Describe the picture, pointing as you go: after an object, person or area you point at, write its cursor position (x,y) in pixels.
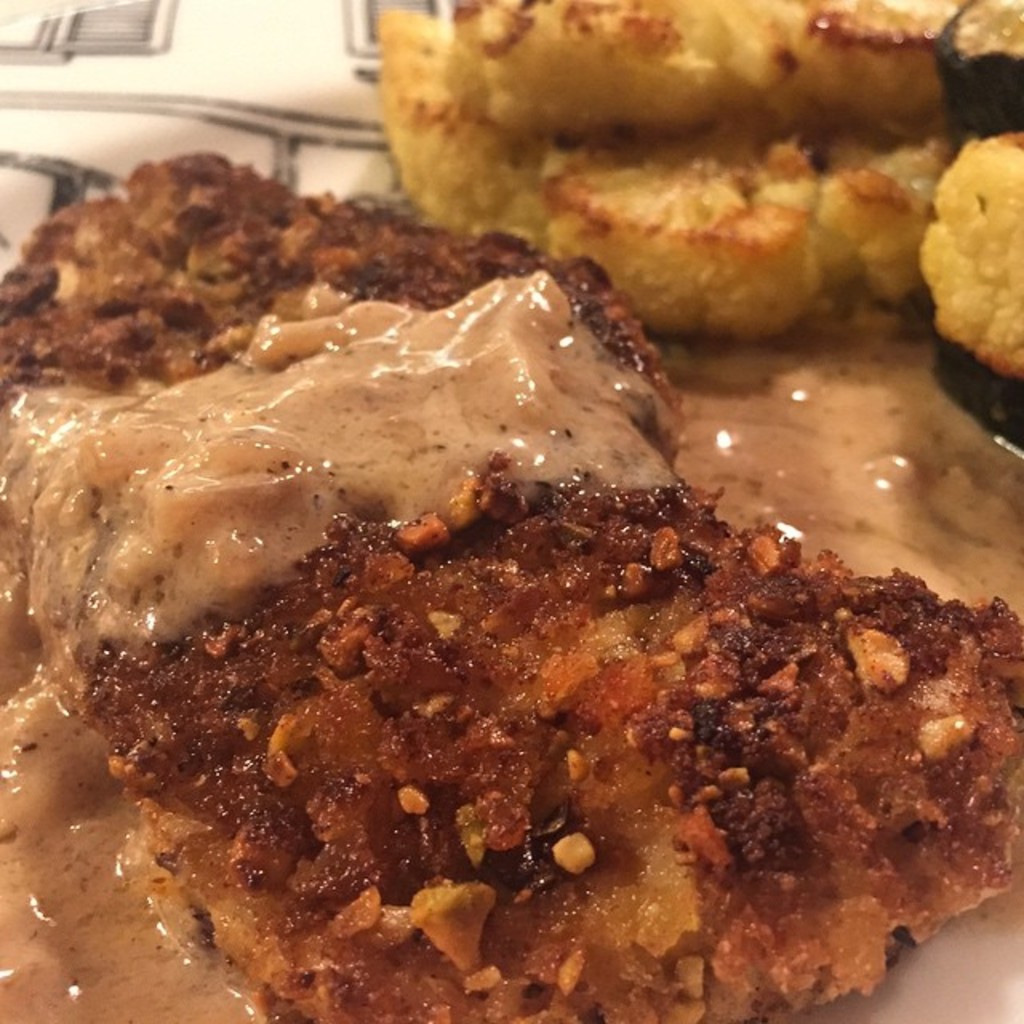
In this picture I can see food (421,489).
